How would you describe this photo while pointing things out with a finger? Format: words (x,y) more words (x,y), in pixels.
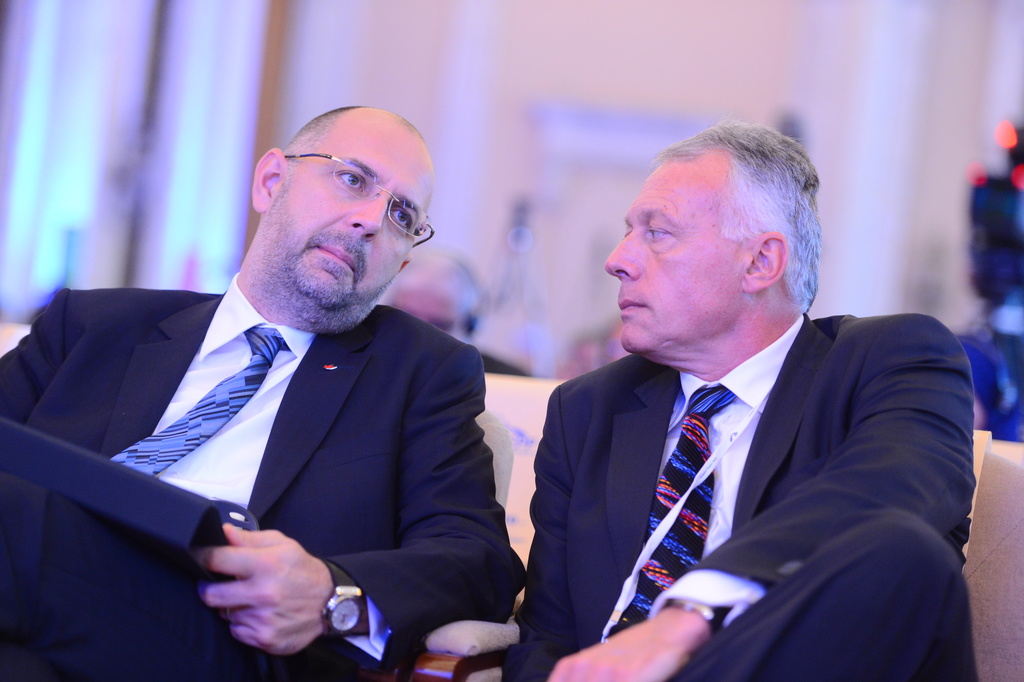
In the given image i can see a people (848,478) wearing white and black dress (909,387) and sitting on the sofa (979,474).
